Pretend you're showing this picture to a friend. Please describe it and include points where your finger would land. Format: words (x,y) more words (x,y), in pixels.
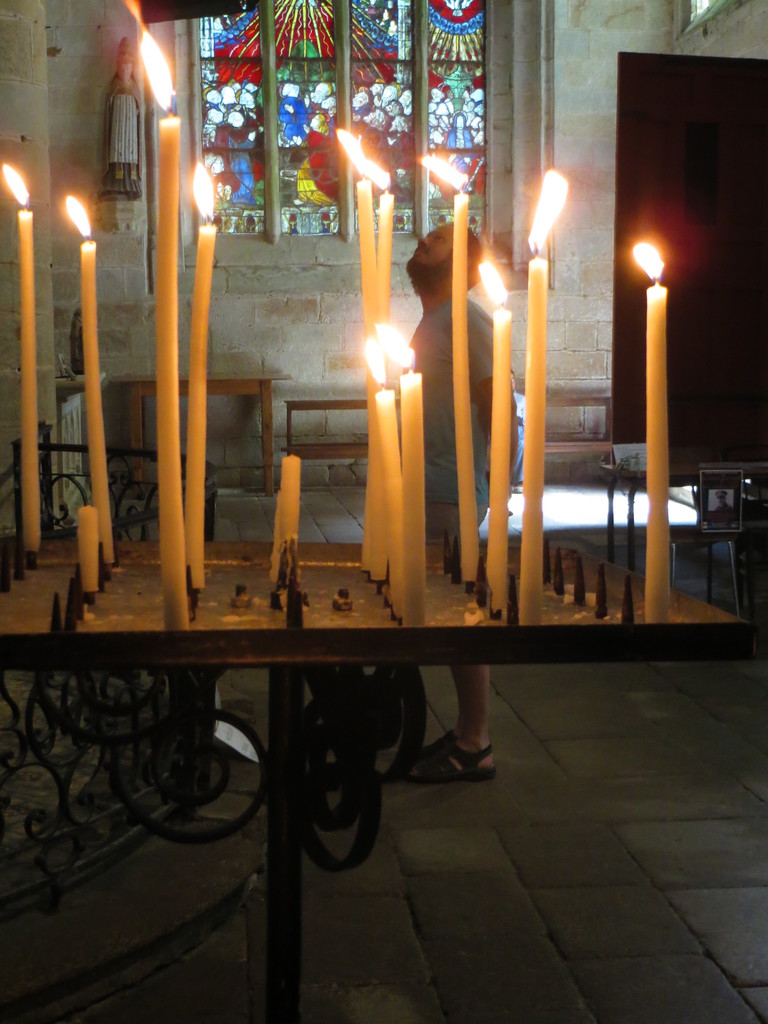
In this image we can see there are so many candles (459,226) on the stand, beside that there is a person (439,455) standing and also there is a window (393,129) with glass painting (398,139) on it. On the floor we can see a bench (352,450) and a table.
